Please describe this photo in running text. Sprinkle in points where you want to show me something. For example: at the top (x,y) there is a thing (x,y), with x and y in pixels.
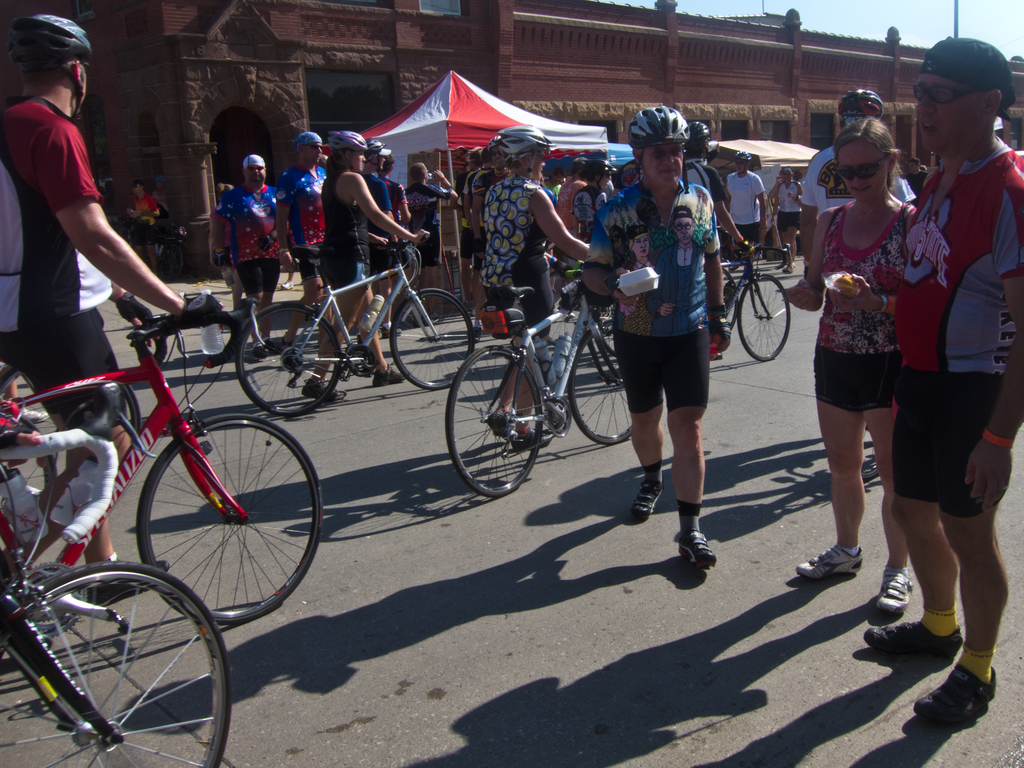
In the right side (995,279) a man (971,300) is standing he wore a red color t-shirt (1000,237). Beside him there is a girl (893,156), who is also standing, in the left side (26,112) few people (27,249) are walking with the cycles (311,512). In the middle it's a stone wall (490,52). There is an umbrella (455,88).
